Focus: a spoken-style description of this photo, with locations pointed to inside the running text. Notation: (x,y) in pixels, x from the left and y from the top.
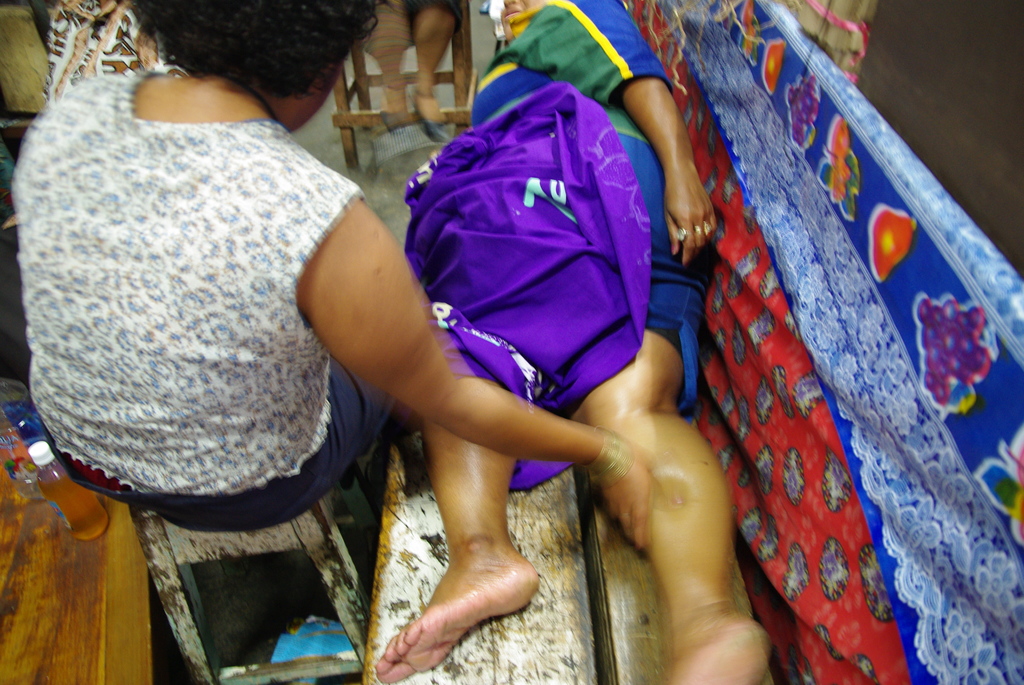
In this picture I can observe two women (547,181). One of them is lying on the wooden bench (540,522) and another woman (188,163) is sitting on the stool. On the left side (60,504) I can observe bottles (66,509) placed on the table (79,604). In the background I can observe another person (402,68).
